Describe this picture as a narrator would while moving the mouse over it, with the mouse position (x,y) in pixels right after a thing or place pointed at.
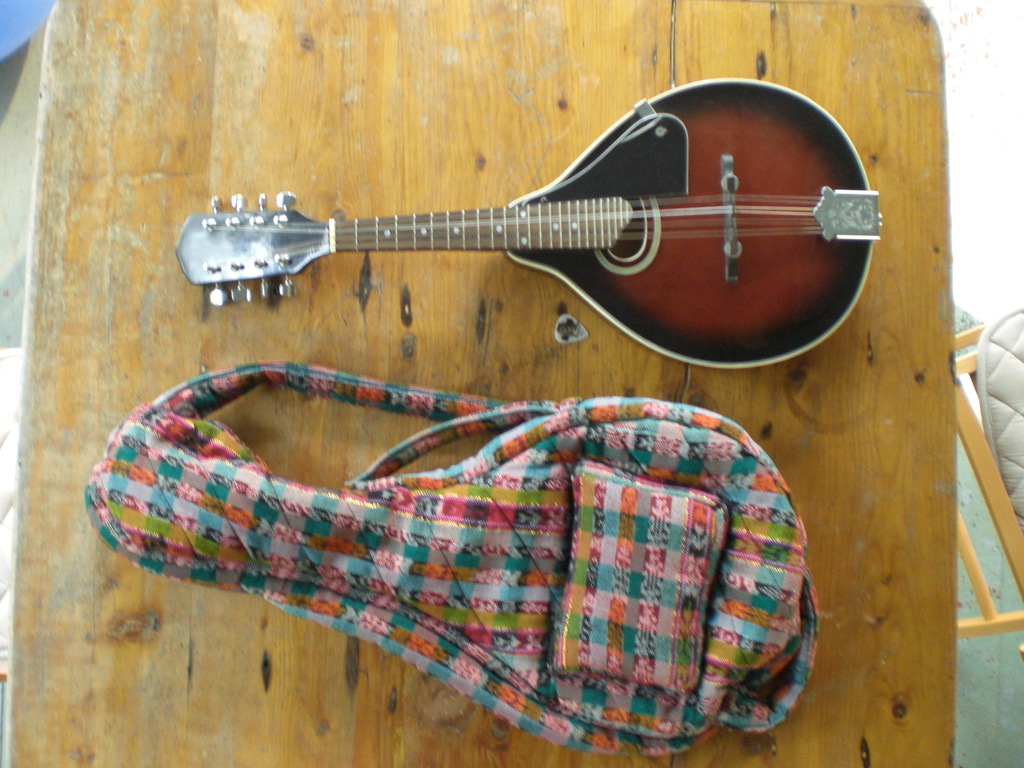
It's a beautiful mandolin (781,101) on this table (892,184) beside it there is a mandolin bag (435,416) which so colorful on the right side (962,370) there is a chair (983,341).
